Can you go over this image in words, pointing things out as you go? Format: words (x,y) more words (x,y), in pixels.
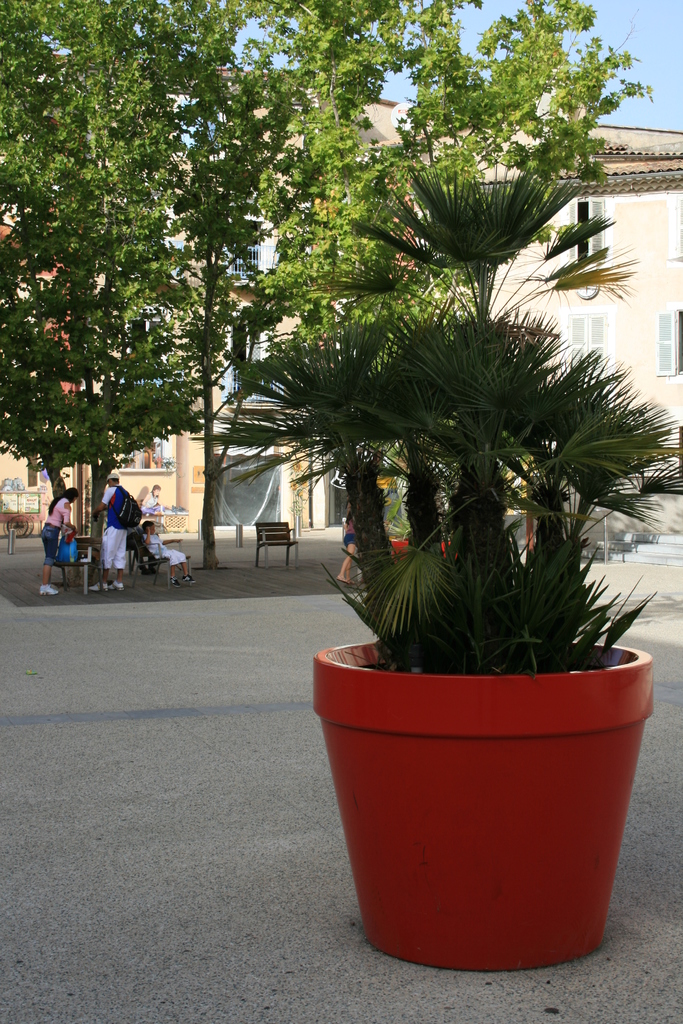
In the image we can see a plant pot (519,759), this is a footpath (209,718), there are trees (237,191), buildings (545,303) and windows (597,345) of the building (613,343) and a sky (644,67). This is a bench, on the bench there is a person (177,559) sitting and two of them are standing. These people (119,549) are wearing clothes (108,546) and shoes (41,591).
